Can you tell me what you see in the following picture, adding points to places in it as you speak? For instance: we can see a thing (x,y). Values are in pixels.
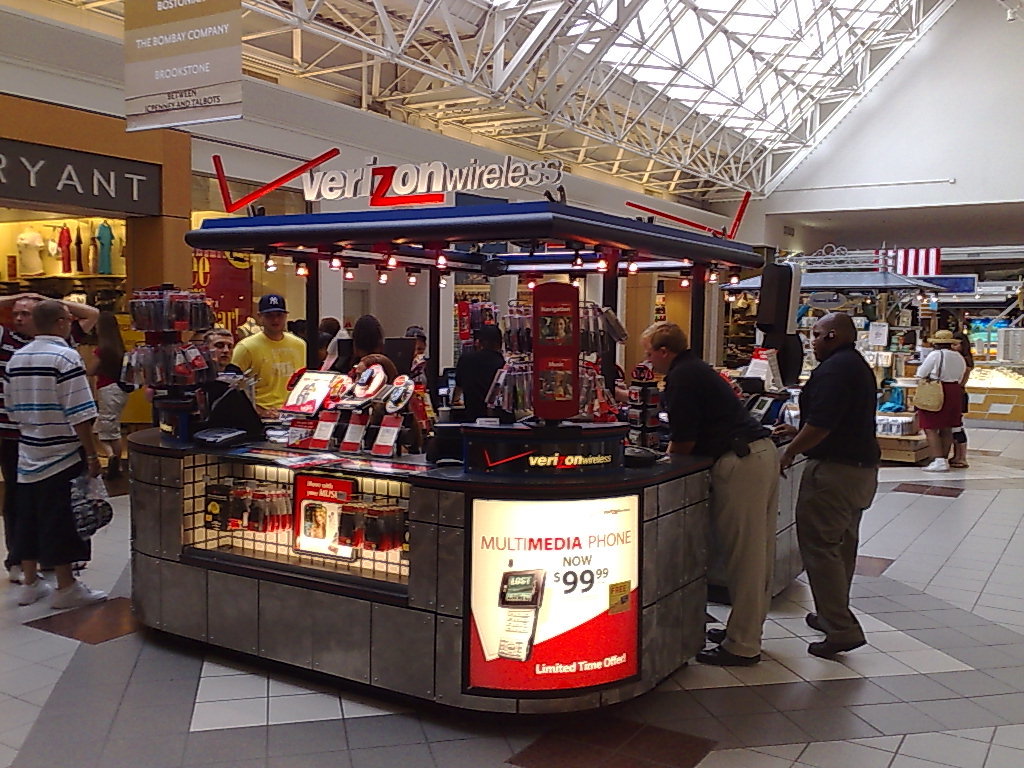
In the image in the center (672,398), we can see a few people (24,334) are standing. And we can see shops (639,406), banners (485,511), lights (583,267), clothes (260,361) and a few other objects (551,330). In the background (612,193) there is a wall (1014,138), glass (231,198), banners (383,189), clothes (101,232) etc.
